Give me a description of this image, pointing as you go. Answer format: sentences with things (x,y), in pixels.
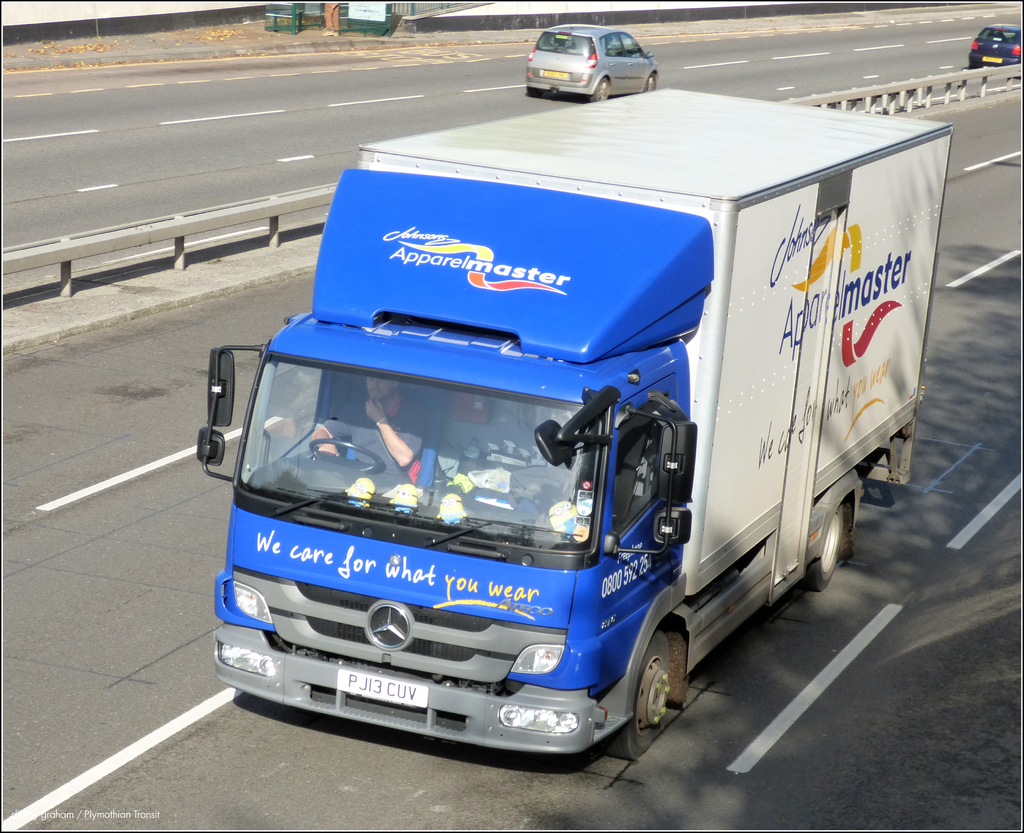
In this image there are few vehicles (607,352) moving on the road (201,144), at the center of the image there is a railing (61,276). At the top of the image (376,23) there is a metal structure (352,24).
